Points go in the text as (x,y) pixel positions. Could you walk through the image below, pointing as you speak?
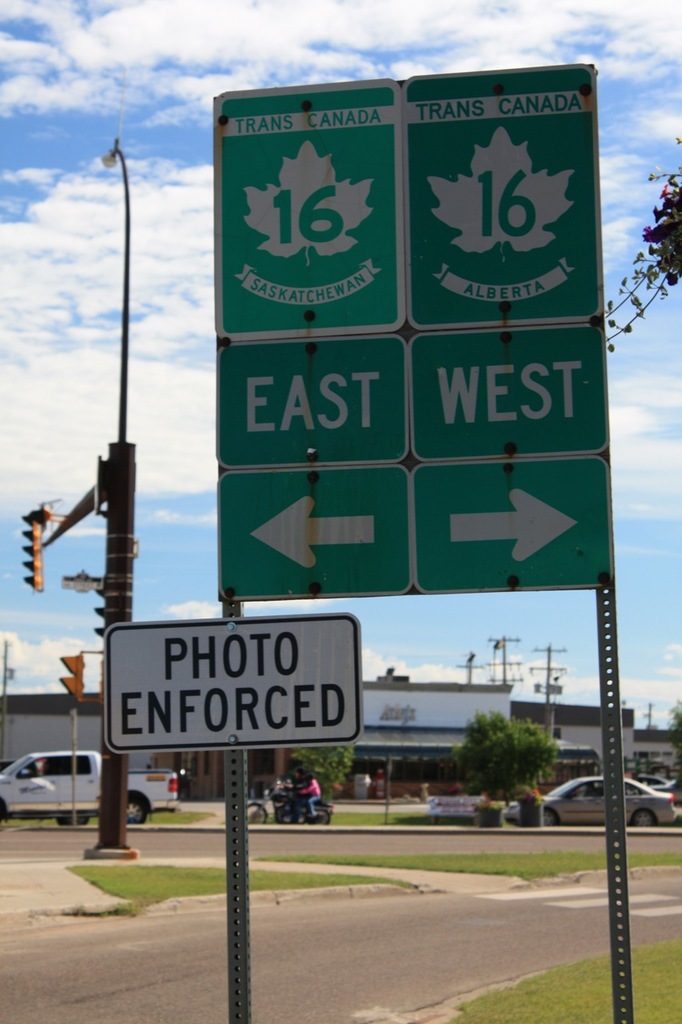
In this image there is a sign board (245,703), in the background (149,932) there is a road (341,922), grassland (542,994), signal poles (125,805) and cars (87,803) moving on the road (153,829), behind the cars (93,770) there is building (517,705) and the sky (124,33).
